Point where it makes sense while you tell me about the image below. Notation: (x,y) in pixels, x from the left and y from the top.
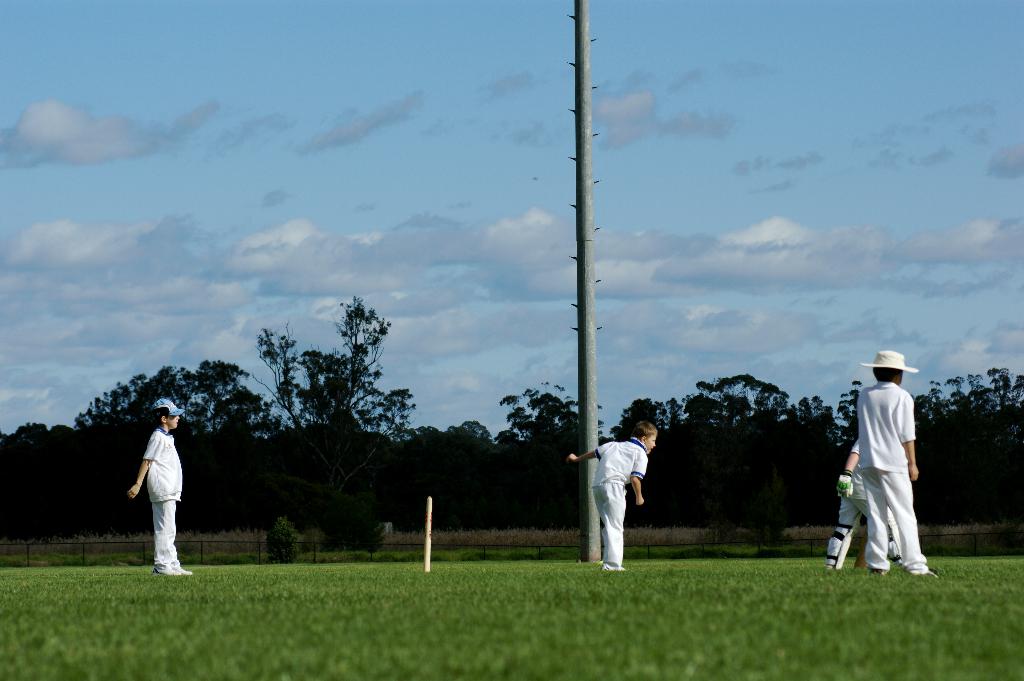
In this image I can see few people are standing and wearing white color dresses (615,483). I can see few trees (564,493), fencing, pole (578,24) and a wicket (430,541). The sky (369,186) is in blue and white color.
